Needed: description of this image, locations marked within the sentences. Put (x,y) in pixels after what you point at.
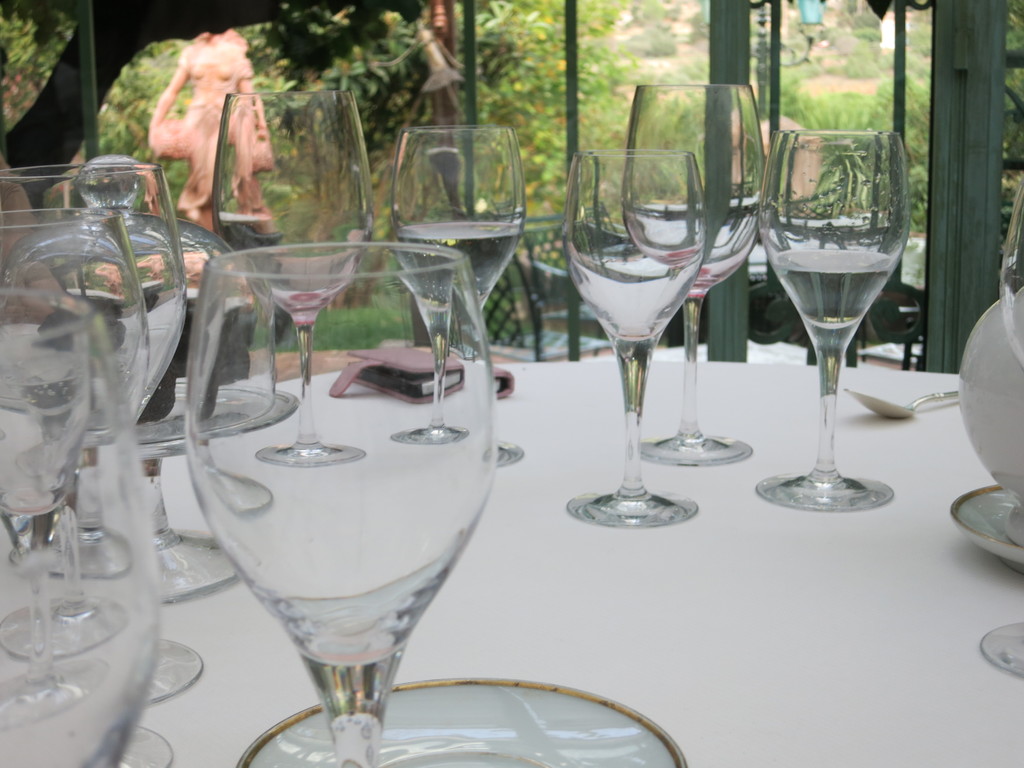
There are some glasses (126,325), spoon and a wallet (497,383) on a table (932,432). There is a window glass frame (574,76) in the background (973,70).
